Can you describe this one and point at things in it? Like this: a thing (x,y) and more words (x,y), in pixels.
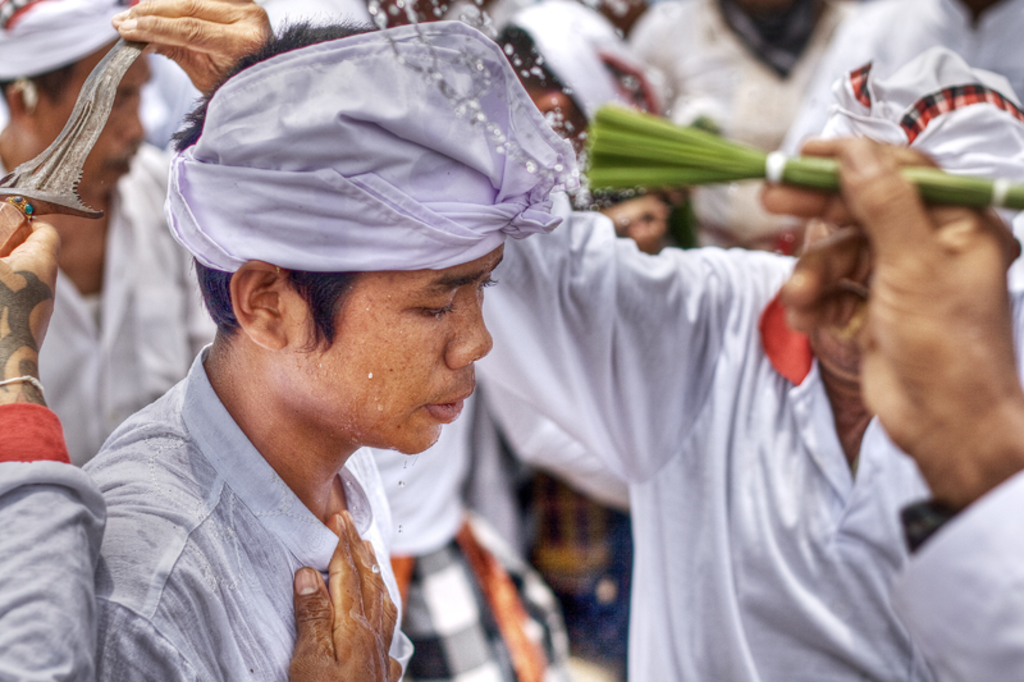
In this image a person (333,436) is wearing a cloth (362,244) on his head (225,274). Left side (13,273), I can see a person's hand (26,240) holding a knife (37,198). Right side (903,326) a person (888,324) is holding few leaves (663,170).
